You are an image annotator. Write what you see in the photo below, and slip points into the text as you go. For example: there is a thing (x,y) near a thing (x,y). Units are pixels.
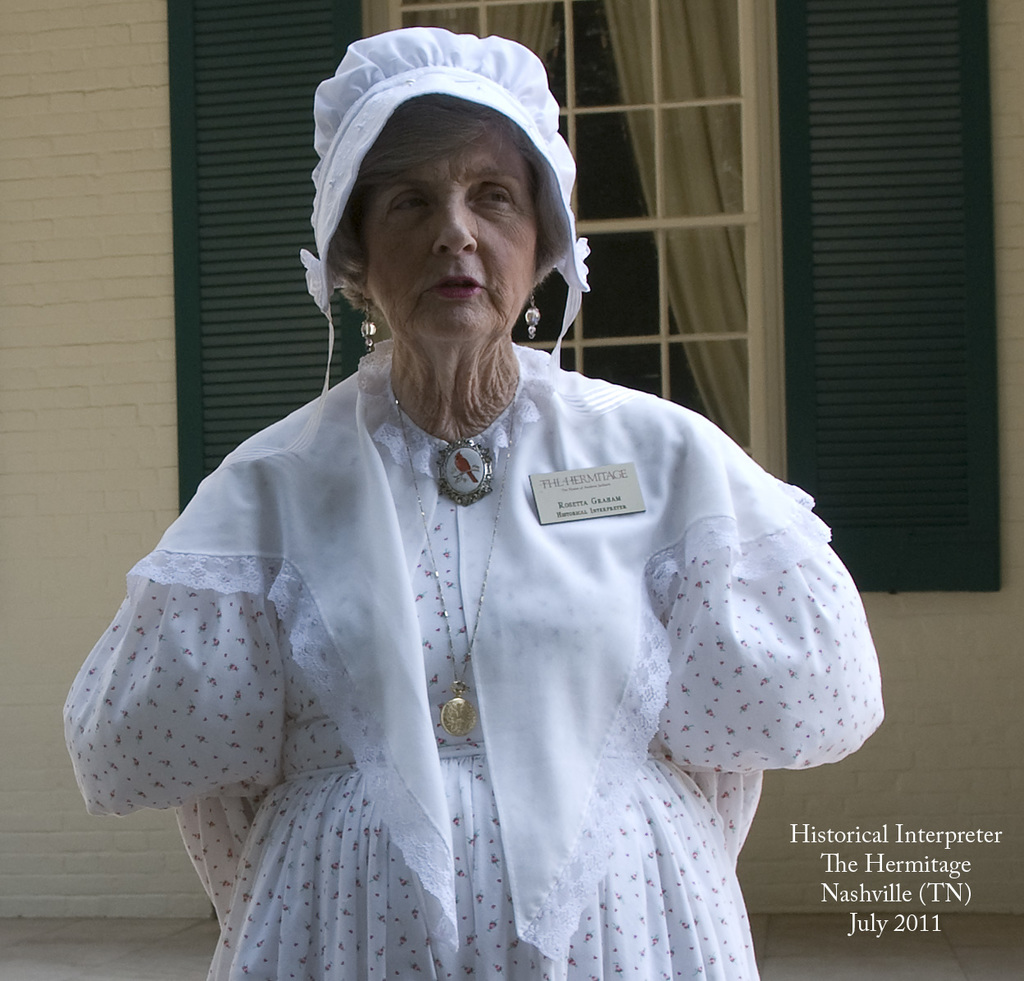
This is an old woman (532,606) standing. She wore a white dress (632,623). This looks like a badge (578,515), which is attached to the dress (519,514). In the background (684,195), I can see a window (678,102) with the doors (828,204). I think these are the curtains (686,152) hanging, which are behind the window (690,106). This is the watermark (863,870) on the image.
